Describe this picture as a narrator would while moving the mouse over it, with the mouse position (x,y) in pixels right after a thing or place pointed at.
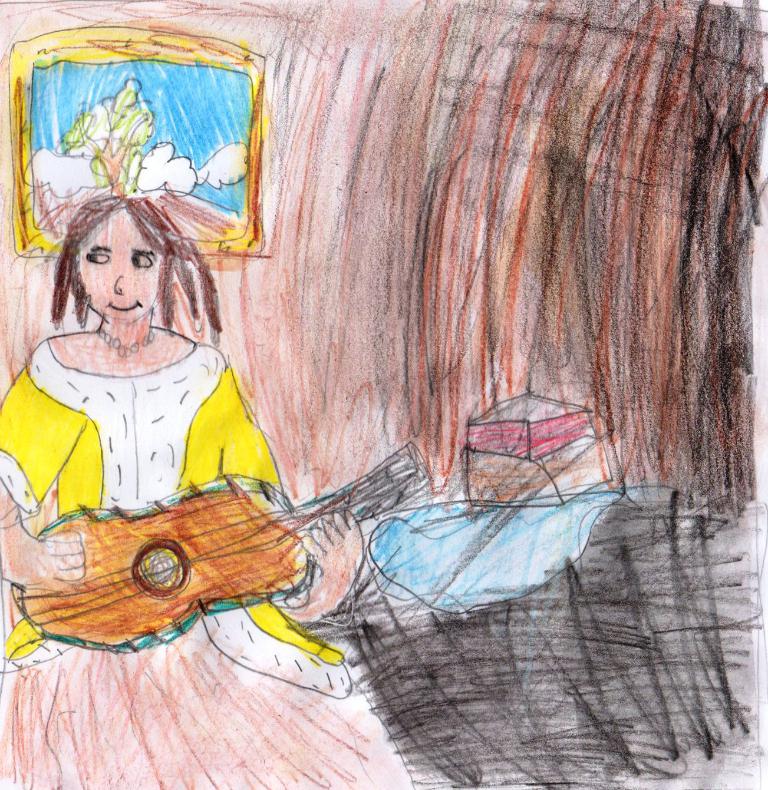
In this image I can see a drawing (486,343) in which I can see a person (187,439) holding a musical instrument (203,559) is sitting and the table (511,638). In the background (446,261) I can see the wall (447,190) and a photo frame (195,57) attached to the wall (378,195).
